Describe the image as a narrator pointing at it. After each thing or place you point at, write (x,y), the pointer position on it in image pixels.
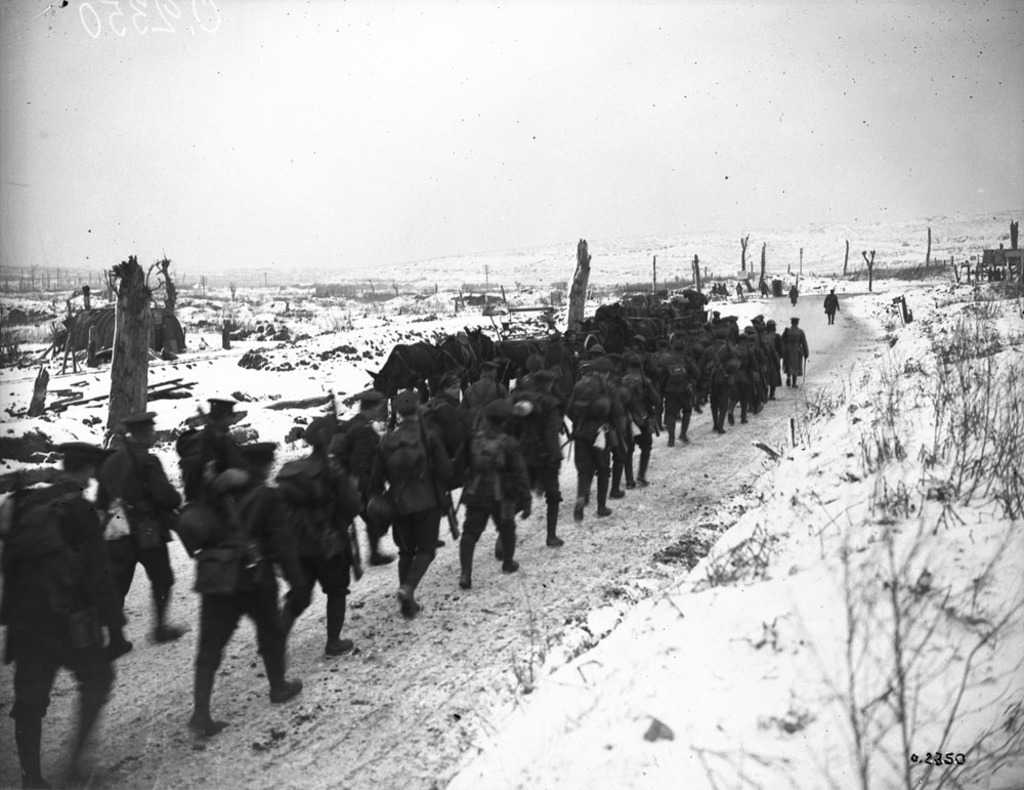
In this image, I can see snow (630,633), grass (942,514), plants (963,508) and a group of people (590,470) are walking on the road (700,420). In the background (863,206), I can see poles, some objects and the sky (233,243). This image taken, maybe on the road (469,706).
